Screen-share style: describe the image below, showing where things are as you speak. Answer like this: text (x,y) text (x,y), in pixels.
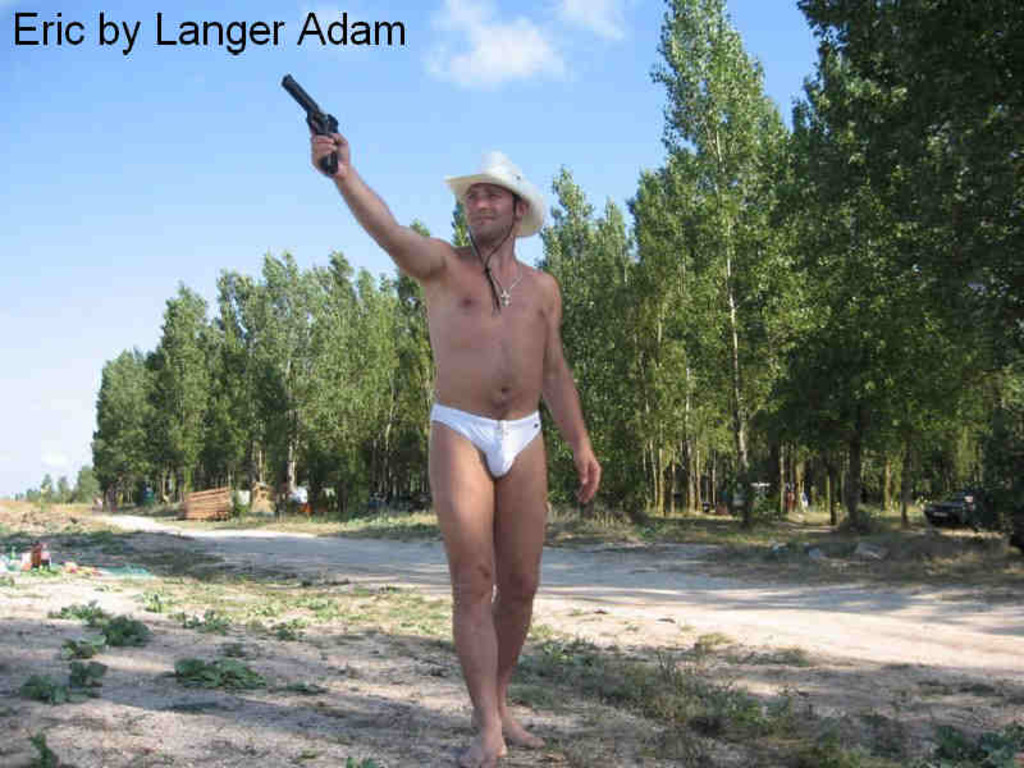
In this image there is a men (491,391) wearing hat (497,184) and a innerwear (508,437), holding a gun (315,117) in his hand (328,146), walking on the land (607,664), beside him there are trees (583,303) and a blue sky (251,153), on the top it is written as ¨ Eric beLanger Adam¨.
